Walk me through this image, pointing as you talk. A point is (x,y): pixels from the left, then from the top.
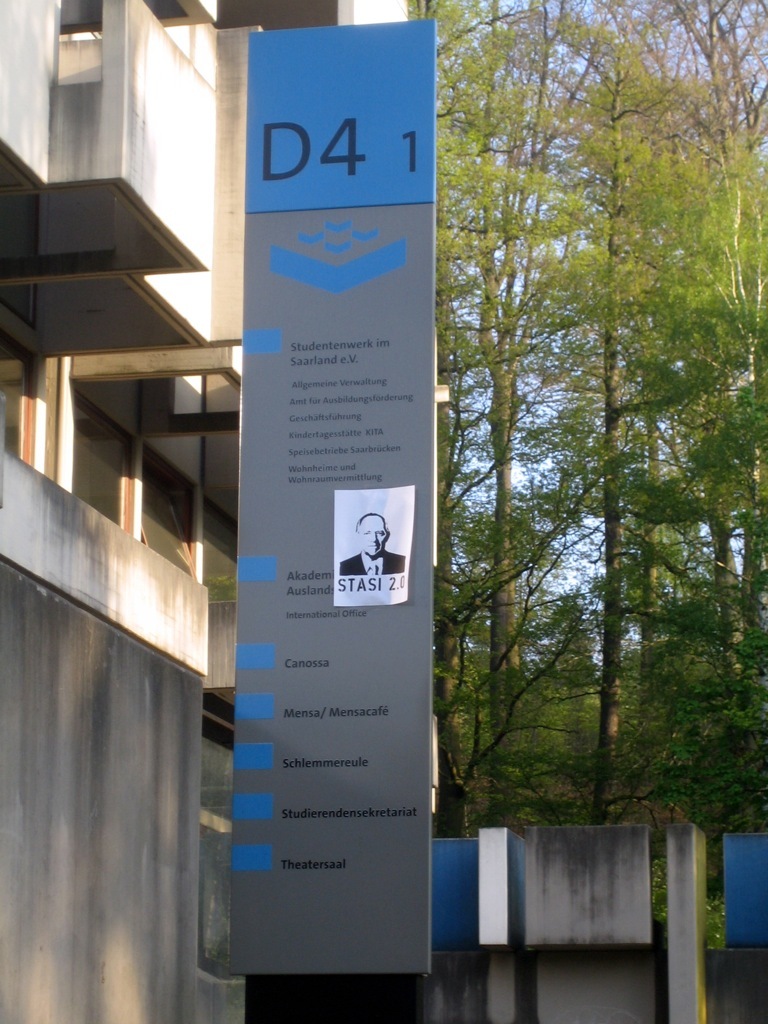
In the foreground of this image (310,542), there is a board (332,885). On the left (143,449), there is a building (143,483). In the background (659,491), there are trees (760,620), wall (597,870) and the sky (587,572).
